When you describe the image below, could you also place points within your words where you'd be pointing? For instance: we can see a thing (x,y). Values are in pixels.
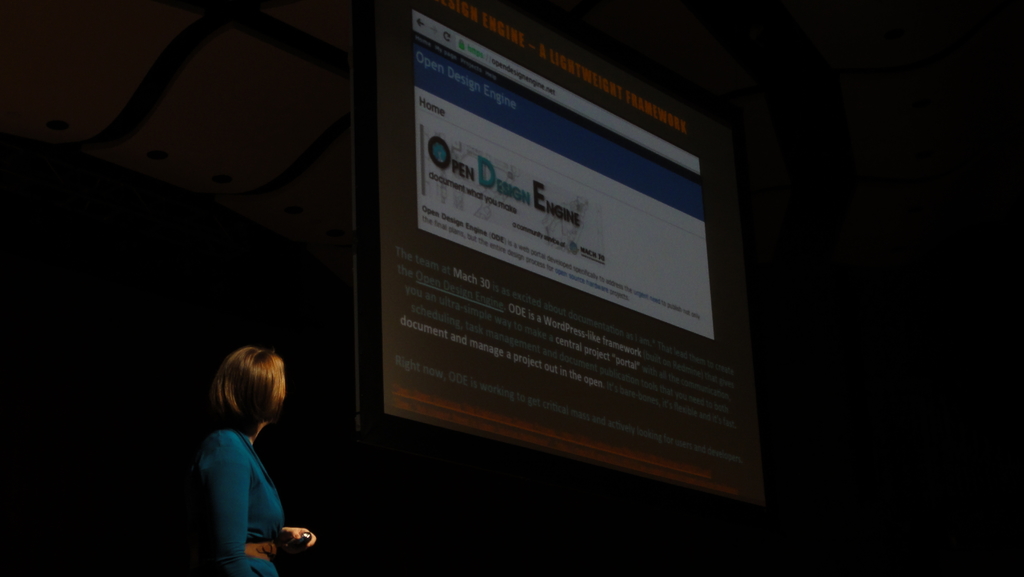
This is the picture of a lady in green dress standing beside the projector screen (534,256).
